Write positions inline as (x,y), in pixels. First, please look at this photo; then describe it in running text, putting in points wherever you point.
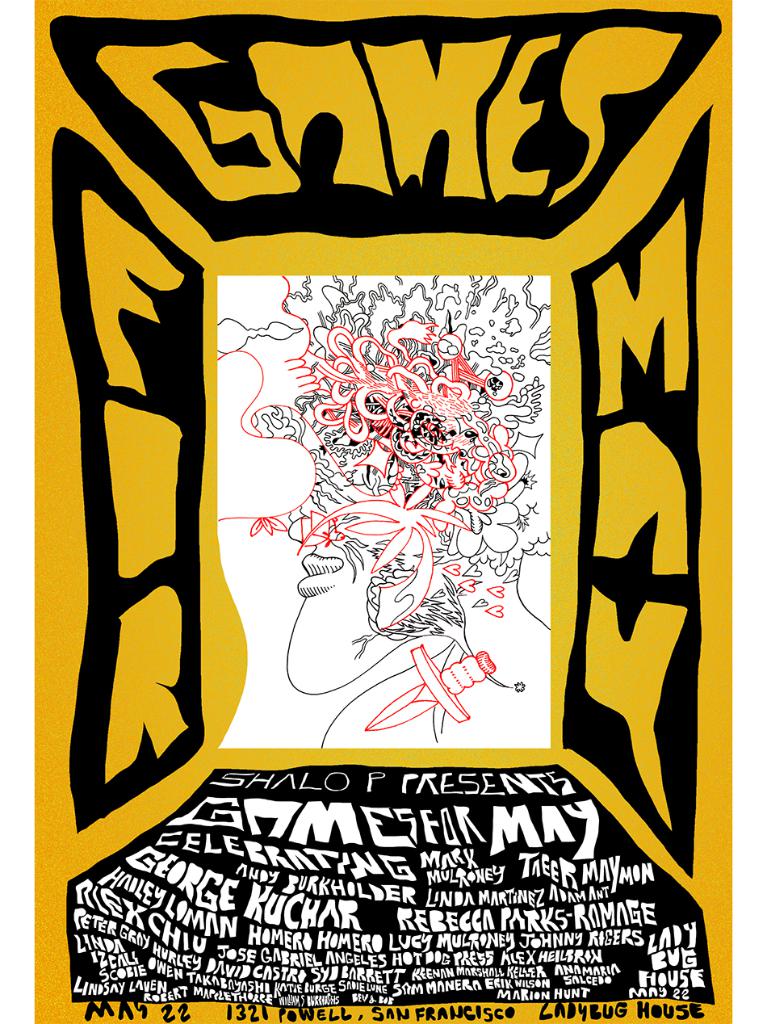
In this image we can see a poster (623,819) with sketch (482,649) and text (275,856).
